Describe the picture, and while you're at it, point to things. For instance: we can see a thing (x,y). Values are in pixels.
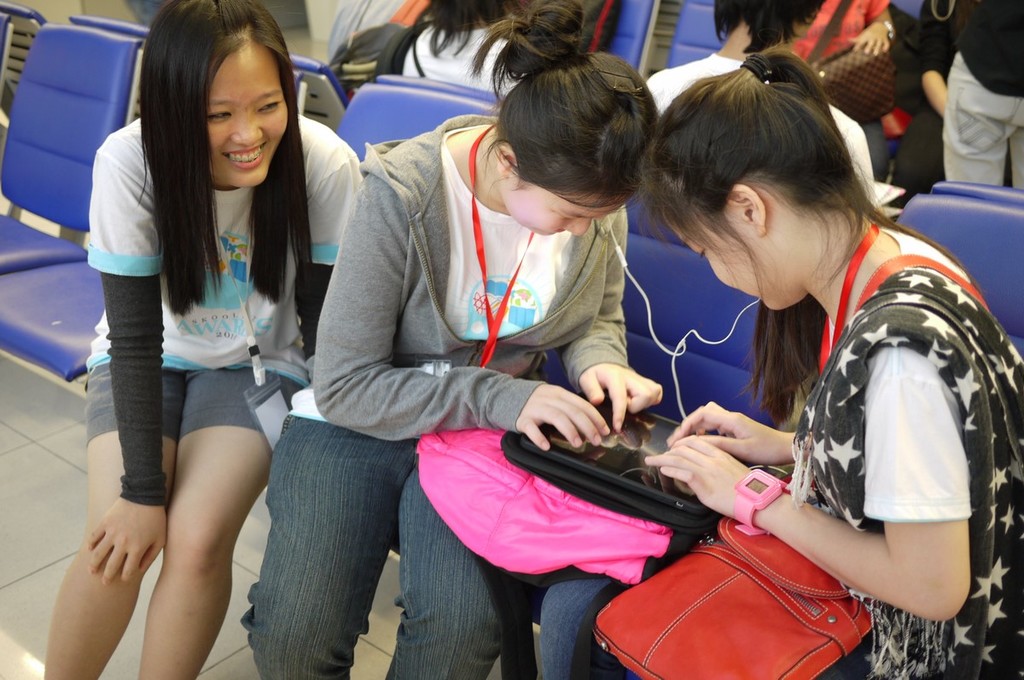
In this image we can see three girls (958,366) are sitting on the chairs (45,109). At the top of the image (765,27), we can see men (771,16) and women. Two girls (786,286) are playing in an electronic device (630,471). We can see a red color bag (767,626) on the lap (753,529) of a girl (767,522) and a pink color bag (527,509) on the lap (486,486) of the other girl (435,351). We can see tags (473,210) around their necks (807,257).
